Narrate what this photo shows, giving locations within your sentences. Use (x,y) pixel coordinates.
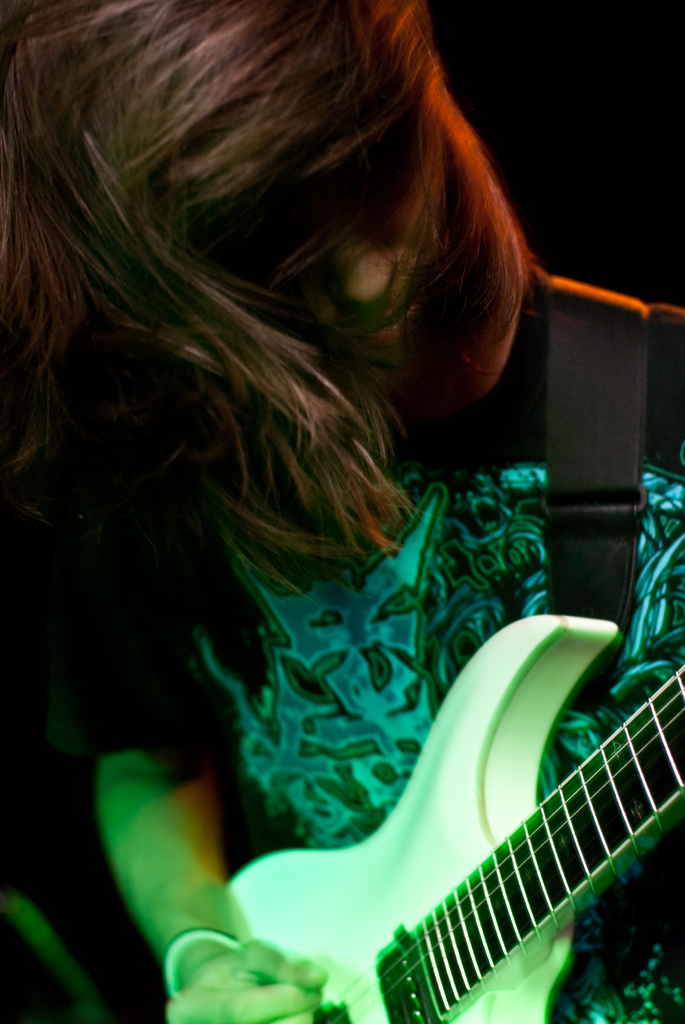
A Girl (43,5) is standing and playing the guitar (461,892) with her hands (212,993). She is wearing a black and blue color dress (372,691) it's very good.
